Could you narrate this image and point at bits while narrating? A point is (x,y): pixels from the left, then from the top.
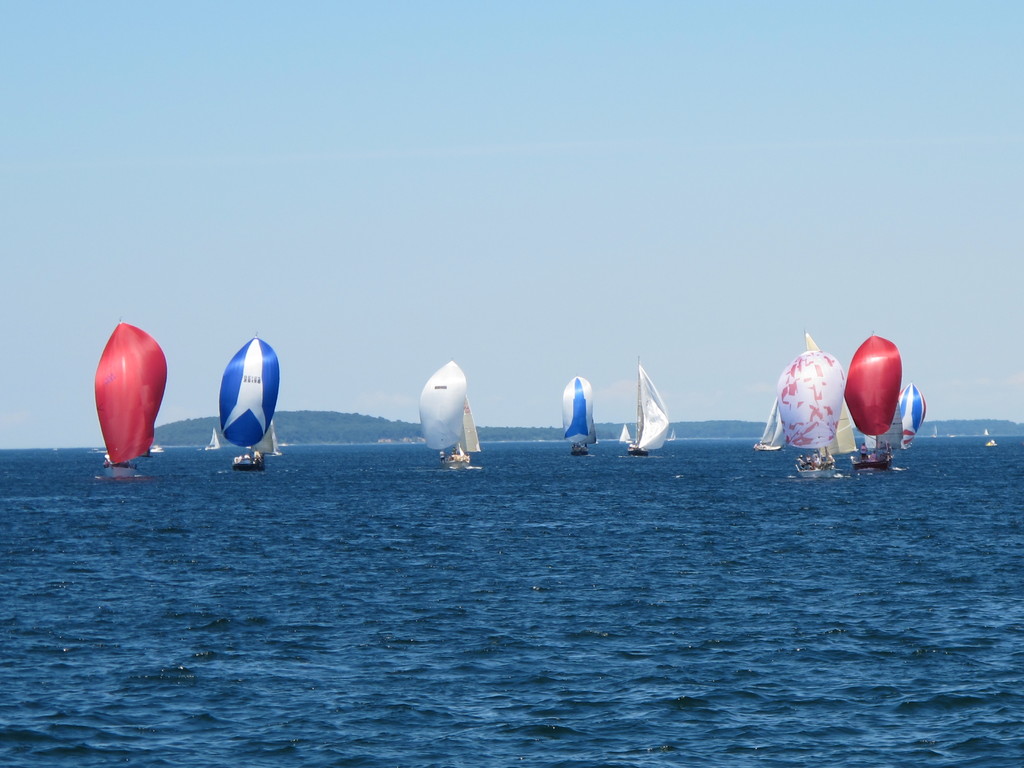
In this picture I can observe boats (452,445) sailing in the ocean (919,467). I can observe different colors of sailing clothes (115,397) which are in red, white and blue colors. In the background (446,225) there is sky (481,214).
